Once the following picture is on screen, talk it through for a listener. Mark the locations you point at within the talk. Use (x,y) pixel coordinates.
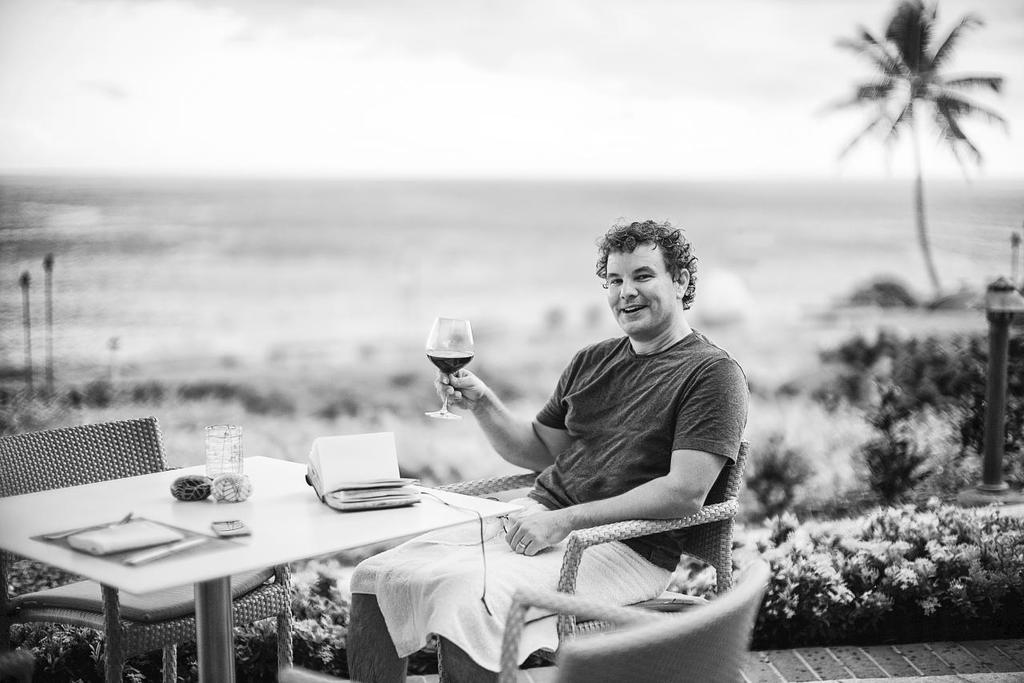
In this image, a person (463,623) is sitting on the chair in front of the table (266,465) and holding a glass (467,345) in his hand (459,381), on which book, glass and some objects (224,532) are kept. On the right (830,594), trees (842,608) are visible and a pole (992,421) is visible. On the top (405,158), a sky (351,84) is visible of white in color. In the middle (423,388) a ground (316,365) is visible. This image is taken during day time in an open area (846,475).
